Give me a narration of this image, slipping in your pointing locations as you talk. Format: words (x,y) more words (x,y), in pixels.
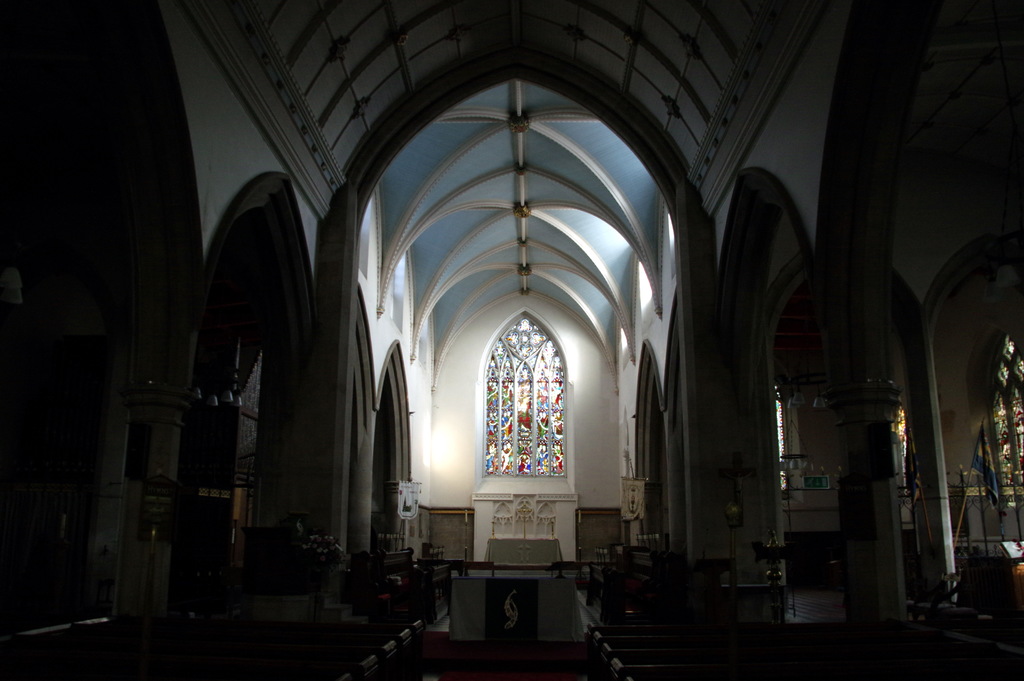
This is inside view of a building (374,469). We can see benches (314,655), objects (243,411), pillars (328,448), flagpoles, plants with flowers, objects (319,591) on a table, designs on the window glasses (521,380) and other objects (61,397).
